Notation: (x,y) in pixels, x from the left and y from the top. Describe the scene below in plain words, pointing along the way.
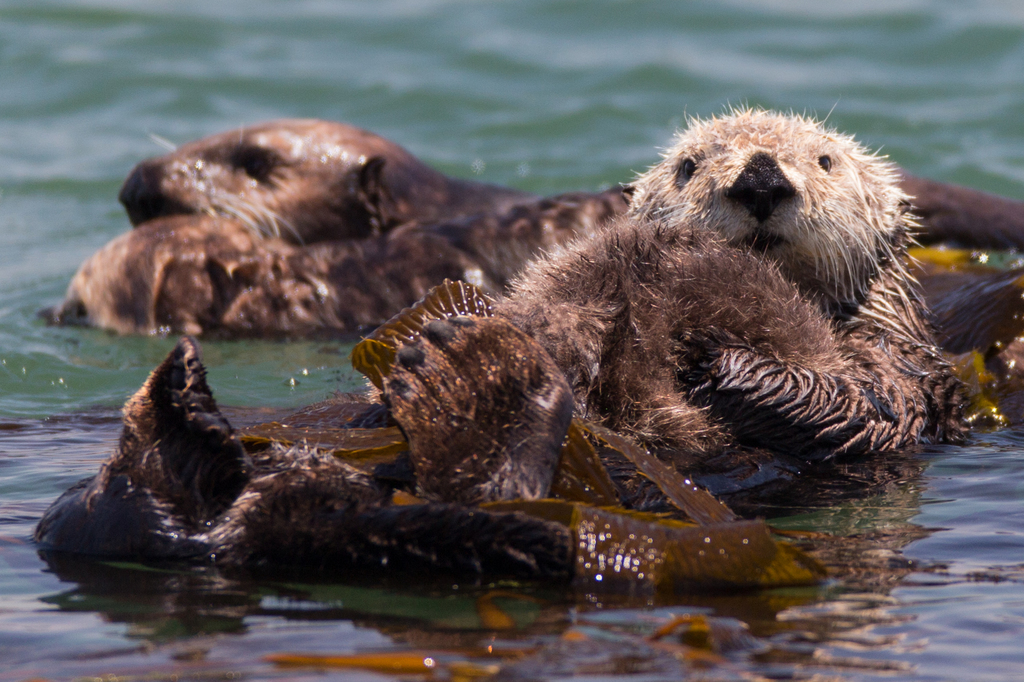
In this image in the middle (431,345), there are otters (529,297). At the bottom (631,632) there are water (890,604), waves (910,558).
